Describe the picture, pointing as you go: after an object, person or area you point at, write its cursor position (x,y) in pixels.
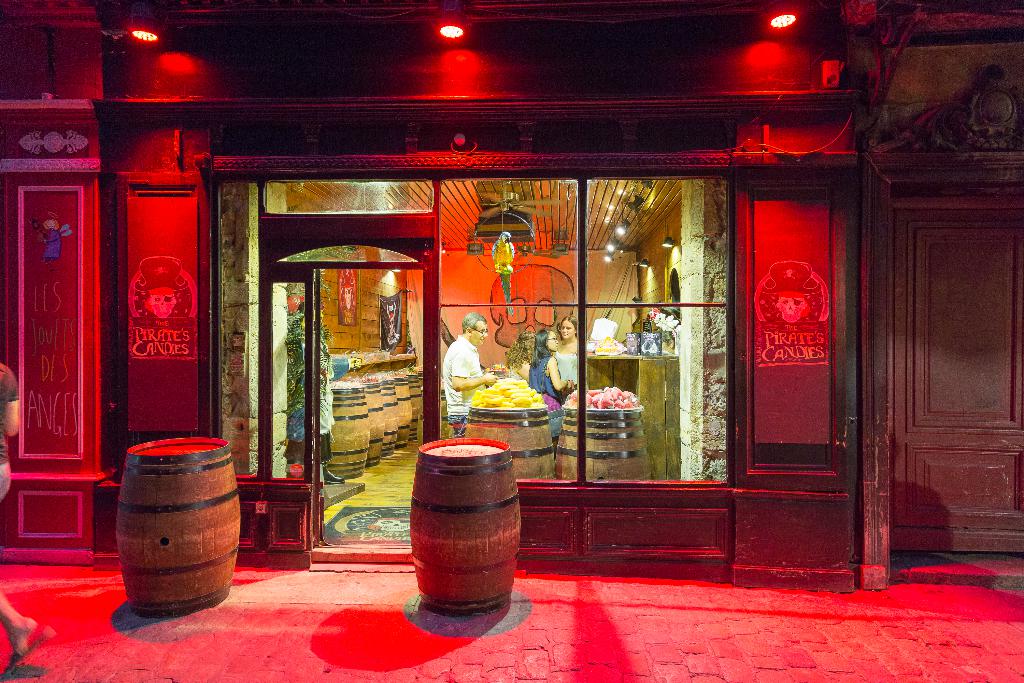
In this image it seems like a store (517,254) in the middle (585,257). In the store (419,352) there are few people (473,349) who are standing on the floor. Beside them there are barrels (501,419) in which there are some things (611,406). At the top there is a parrot (503,248). At the top (485,192) there is ceiling (478,204) with the lights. At the bottom (159,541) there are two barrels (227,507) kept in front of the store (522,303). At the top of the image (437,26) there are three red color lights (450,20). On the left side (12,408) there is a person (15,638) walking on the floor (65,657). To the wall (123,267) there are two stickers (155,320).
